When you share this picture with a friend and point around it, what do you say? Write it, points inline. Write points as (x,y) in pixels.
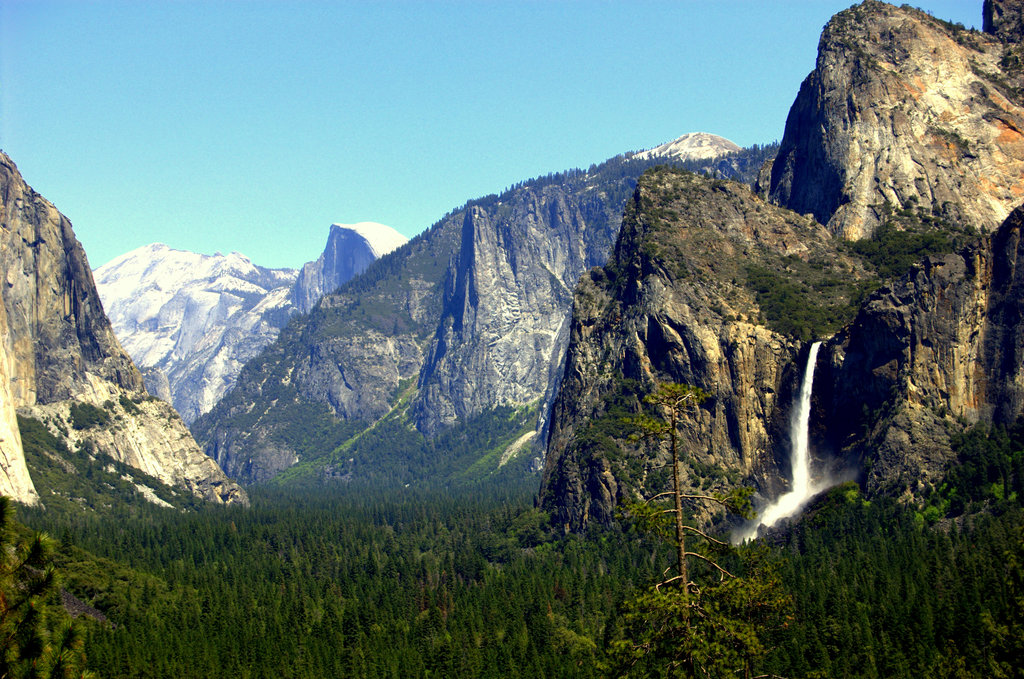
In this picture I can see few hills (598,346) and water (778,508) flowing and I can see trees (441,595) and a blue sky (537,115).
